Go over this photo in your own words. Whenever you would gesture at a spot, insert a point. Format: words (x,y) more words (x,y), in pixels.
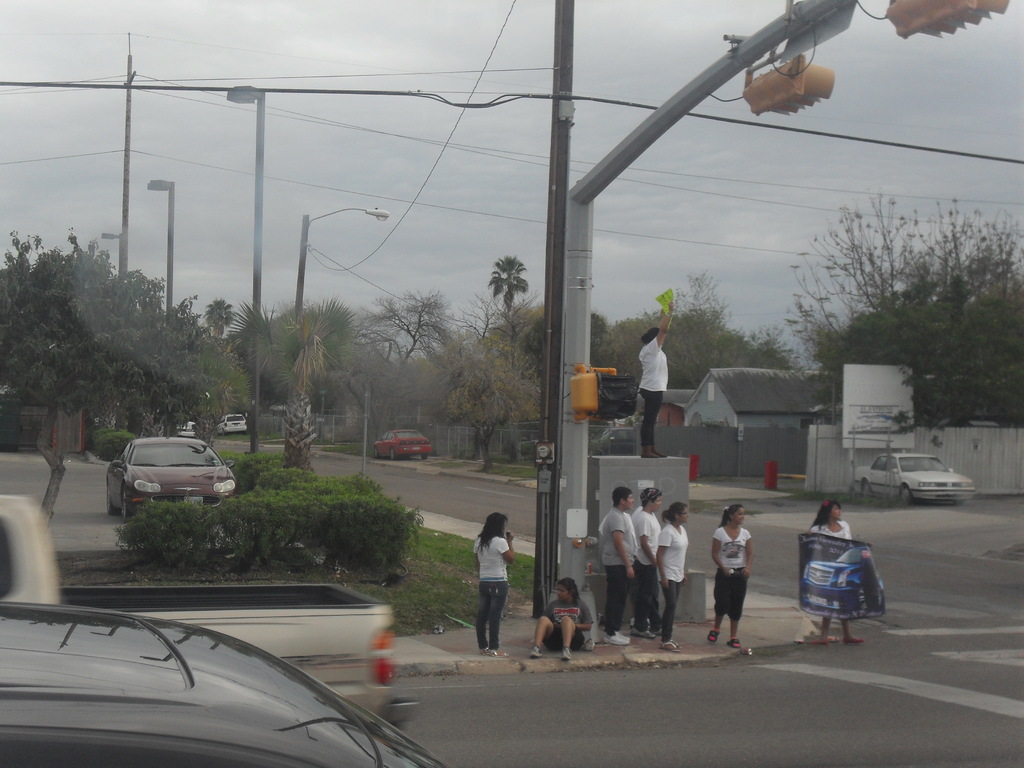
In this image we can see trees (122,344), street lights (310,248), traffic signal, cars (206,624), houses (717,412) and road (753,675). On the sidewalk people (730,543) are standing, they are wearing white color t-shirt (656,554). One woman (815,525) is holding banner (824,577) in her hand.
